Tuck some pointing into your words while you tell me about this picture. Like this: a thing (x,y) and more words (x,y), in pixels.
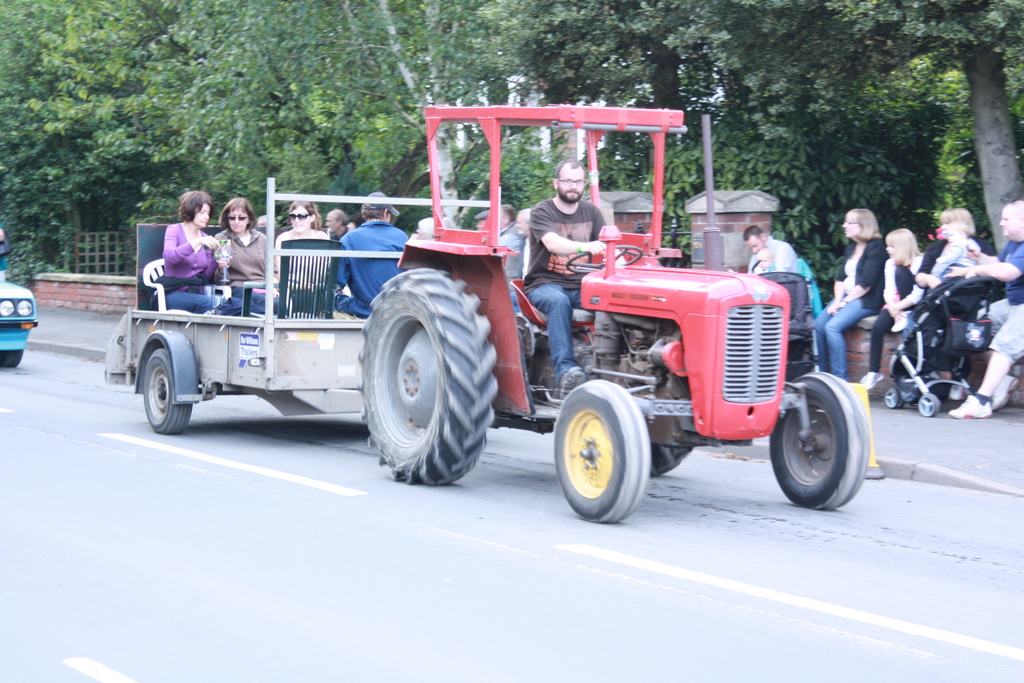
In the picture I can see a person (532,295) driving some vehicle (465,351) in which there are some persons (216,264) sitting, on right side of the picture (864,302) there are some persons (910,302) sitting on wall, there are some trees (358,175).
